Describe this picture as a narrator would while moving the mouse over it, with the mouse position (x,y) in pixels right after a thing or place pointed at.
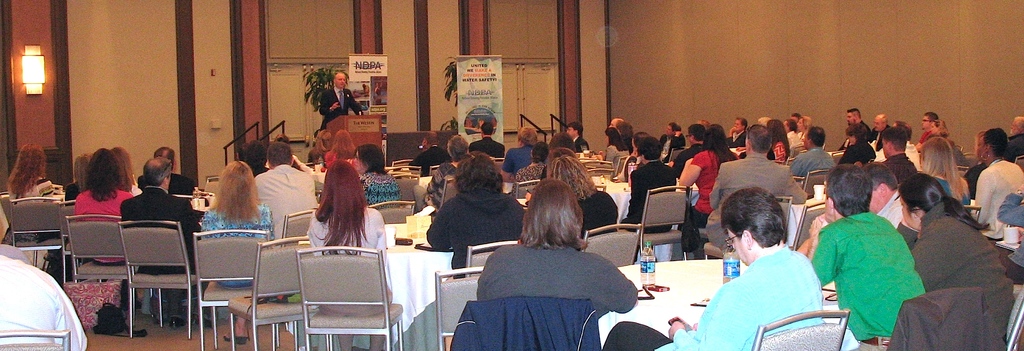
In the image we can see there are lot of people (111,180) who are sitting on chair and there is a man (339,113) who is standing here.
